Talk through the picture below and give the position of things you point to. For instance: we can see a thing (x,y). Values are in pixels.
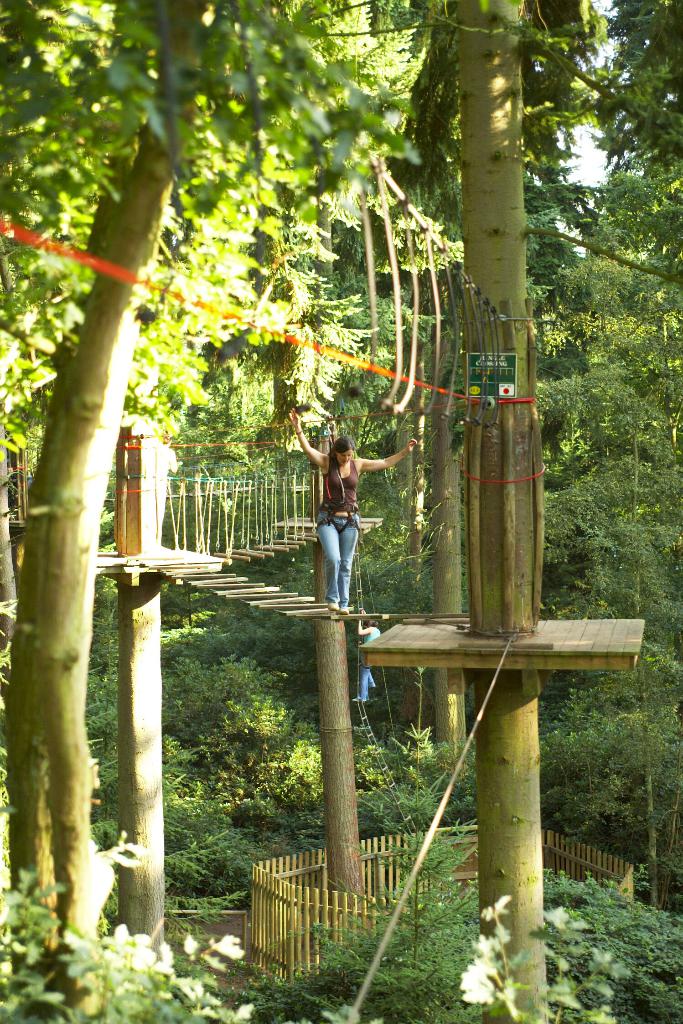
In the image we can see a woman (350,503) wearing clothes (354,511) and shoes (344,610), she is walking. This is a fence (336,927), trees (66,426), white sky (585,138) and plants (285,638).
